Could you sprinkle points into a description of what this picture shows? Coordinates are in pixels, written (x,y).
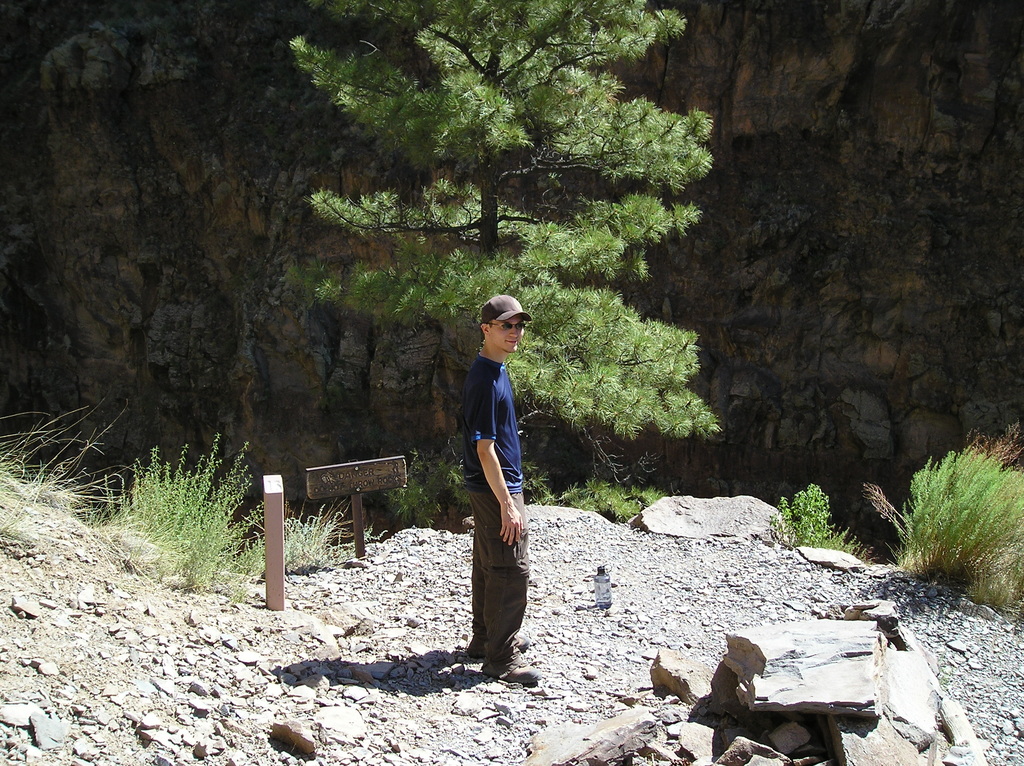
In this image there is a person (510,524) wearing a cap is standing on the surface (38,744) of rocks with a smile on his face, behind the person (483,544) there are trees (619,253) and rocks (911,249).
